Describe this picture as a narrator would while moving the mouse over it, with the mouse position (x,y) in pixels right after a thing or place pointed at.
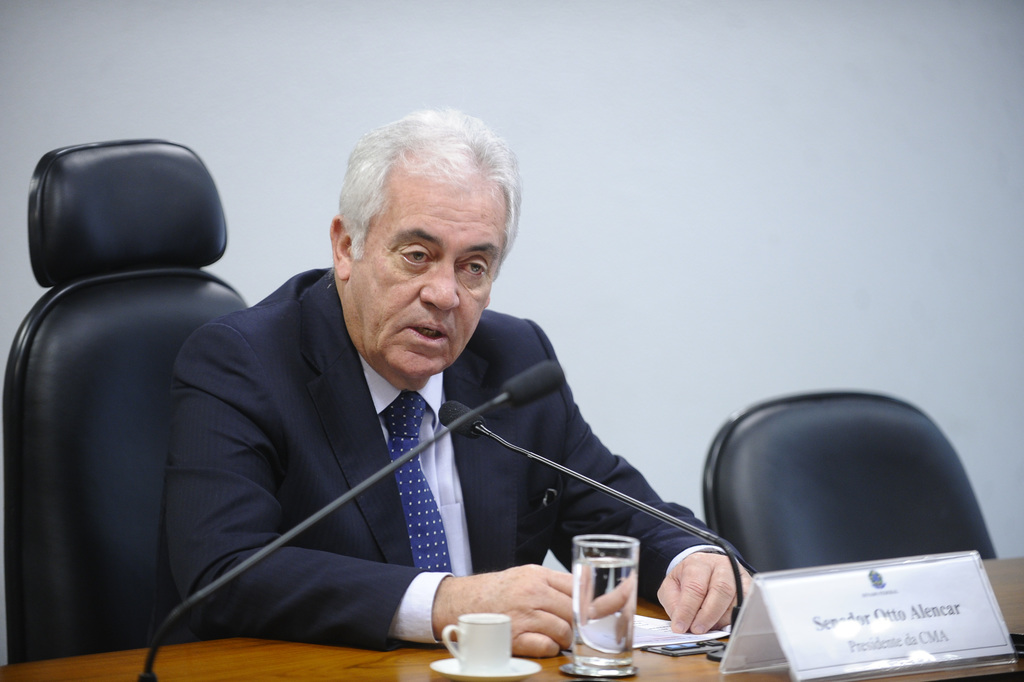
In this image a person (362,584) is sitting on a chair (36,371). On the table (517,656) there is a cup (507,634), glass of water (611,608), papers (659,636), name board (931,610), mics (569,472) and objects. In the background of the image (835,235) there is a wall (760,260).
